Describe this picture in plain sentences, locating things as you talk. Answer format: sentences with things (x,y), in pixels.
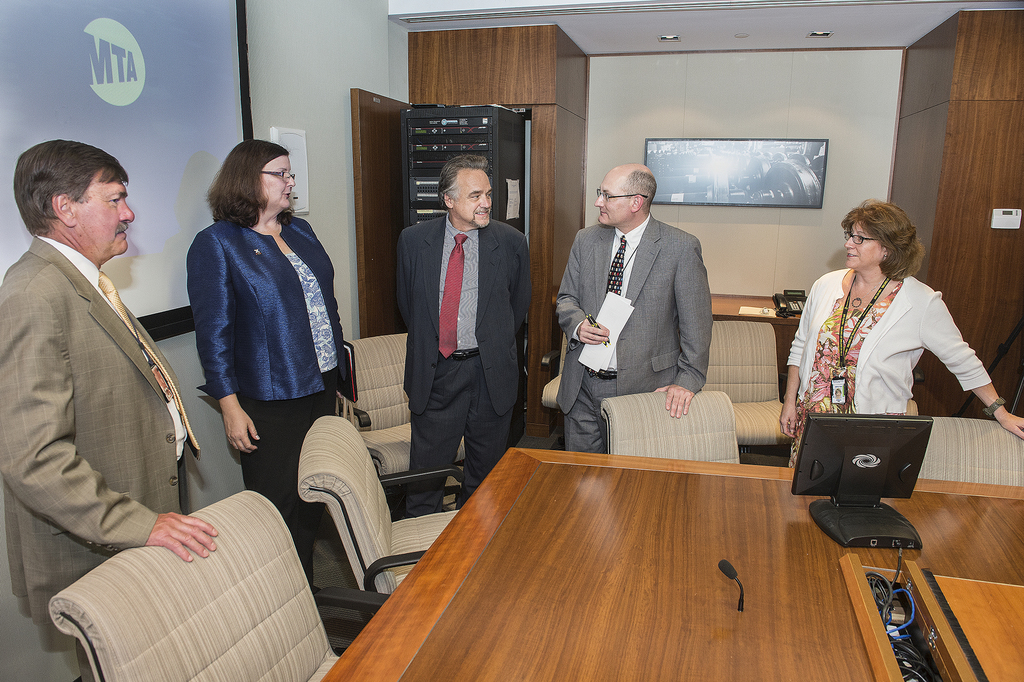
In this image I can see group of people (512,295) standing, the person (567,320) in front wearing gray color blazer (567,320) and the person (208,295) at left (257,316) wearing blue color blazer (279,316). In front (700,550) I can see a system (823,488) on the table (630,571) and the table (550,592) in brown color, I can also see few chairs (289,620) in cream color, a projector screen (174,82) and the wall (309,58) is in cream color.
